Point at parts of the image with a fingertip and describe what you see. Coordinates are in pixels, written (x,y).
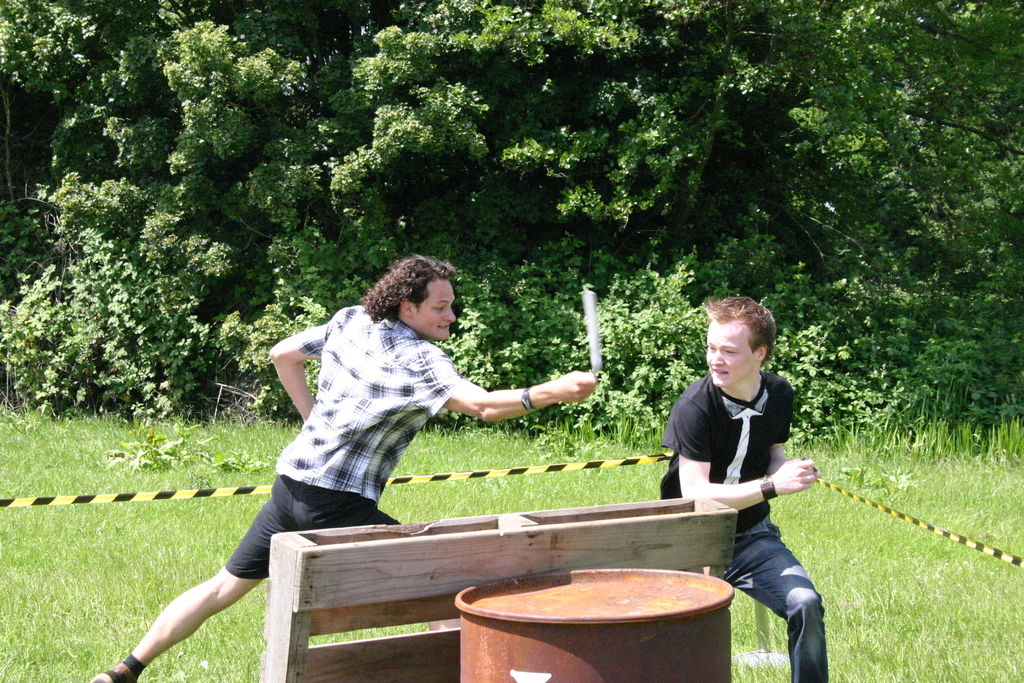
In this image, we can see two people (496,398) are running. Here a person (384,382) is holding an object (589,325). At the bottom (702,584), we can see wooden object (388,650) and drum (617,644). Background (1004,614) we can see grass (160,599), caution tape (41,499), plants (45,370) and trees (221,257).
